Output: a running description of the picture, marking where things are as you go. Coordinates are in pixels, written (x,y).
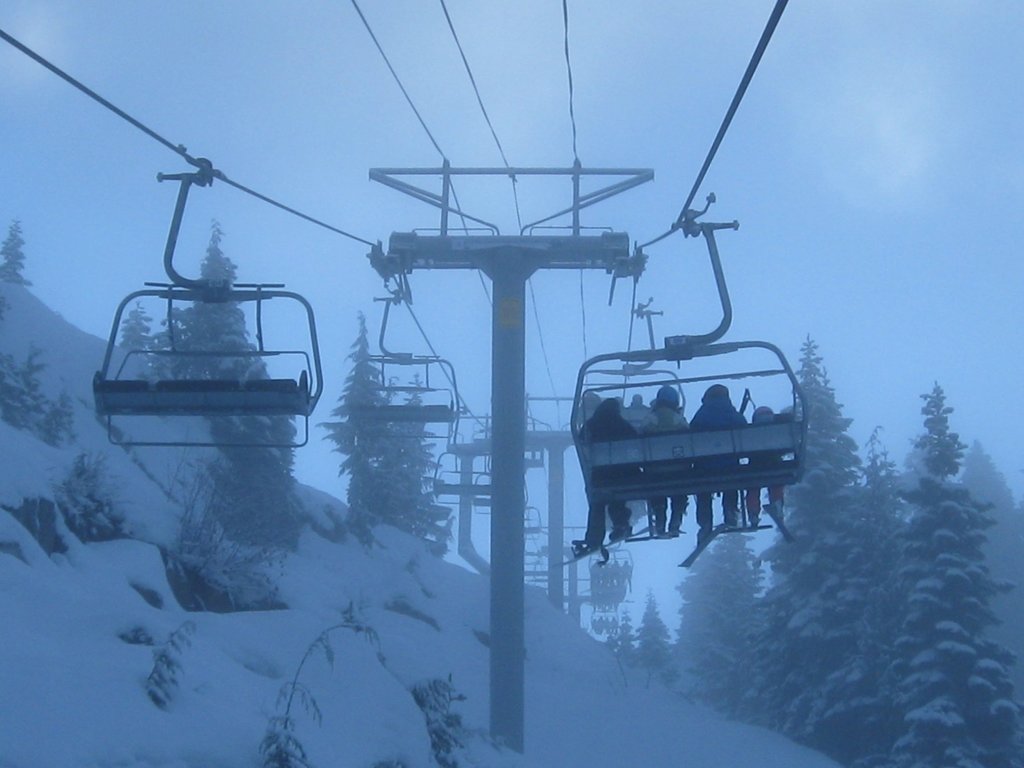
In this picture we can see some people (684,503) sitting on chair lifts (628,564), trees (368,515), poles (498,623), snow (339,618) and in the background (497,101) we can see the sky (734,140).
